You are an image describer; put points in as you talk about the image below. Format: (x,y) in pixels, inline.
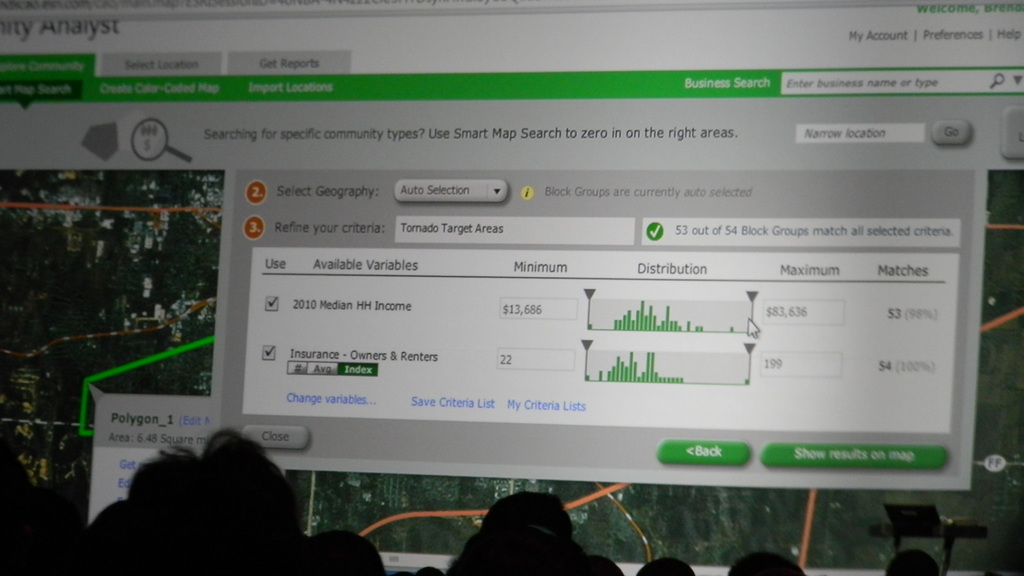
In this image there is a screen (634,391) of the system (701,368) in which we can see some data (544,228), in front of that there are some shadows (25,556) of the people heads (137,560).
